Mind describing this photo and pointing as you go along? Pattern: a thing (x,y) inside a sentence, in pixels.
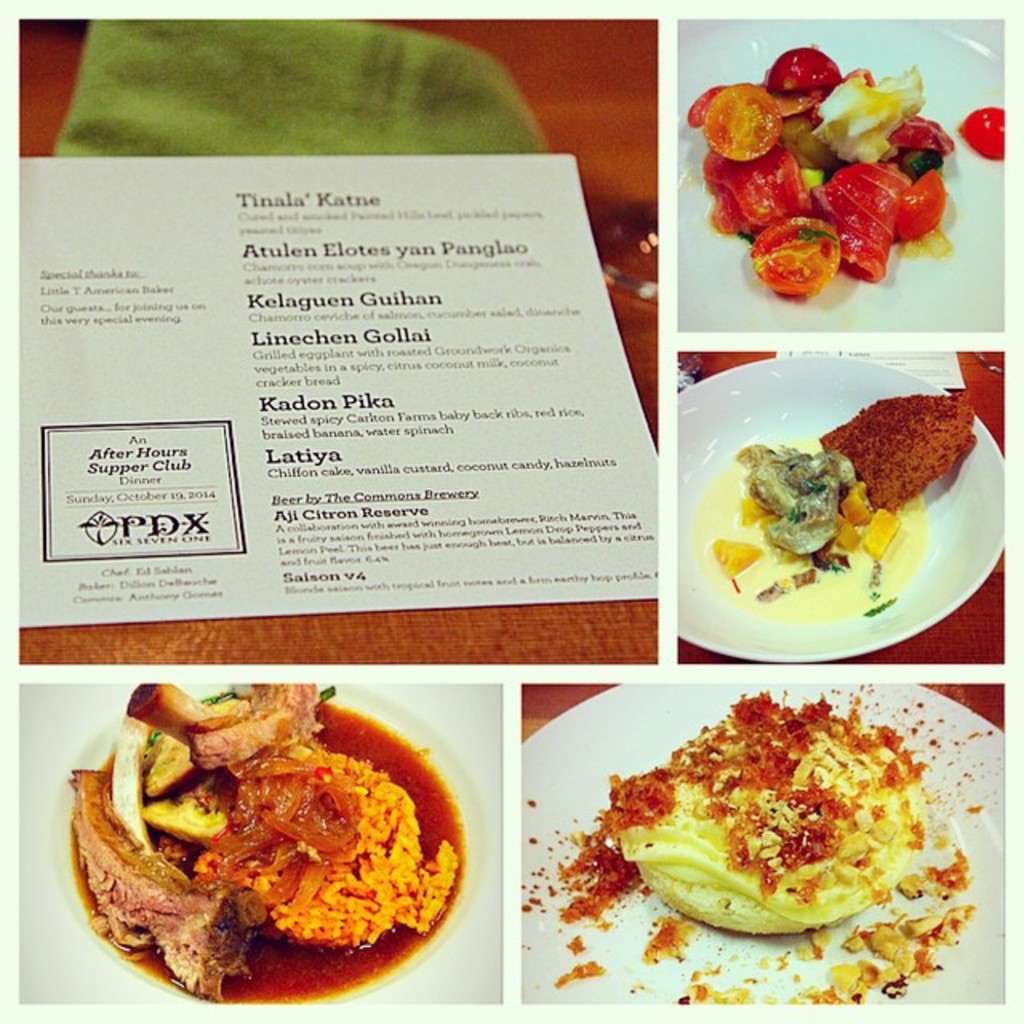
Here we can see collage picture, in this we can see a paper (208,498) and food (801,606) in the plates (680,741).
